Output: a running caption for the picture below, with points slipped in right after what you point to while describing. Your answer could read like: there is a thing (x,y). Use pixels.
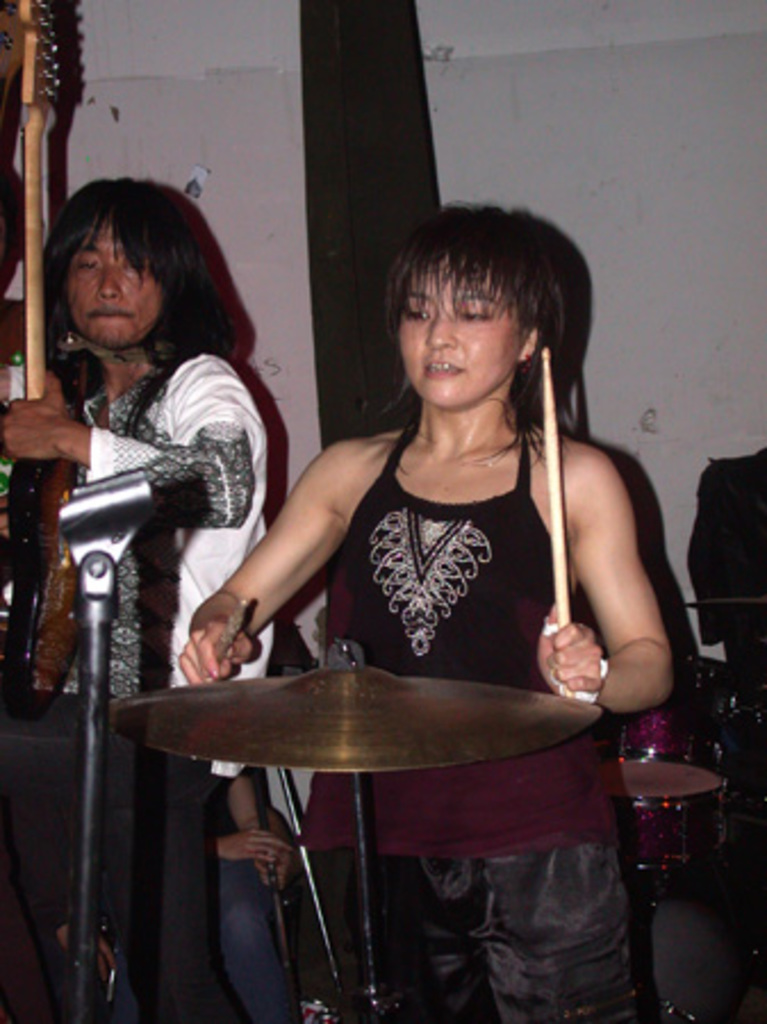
In this image there are two people (262,429) playing musical instruments (369,862), in the background (475,84) there is a wall (431,90).
